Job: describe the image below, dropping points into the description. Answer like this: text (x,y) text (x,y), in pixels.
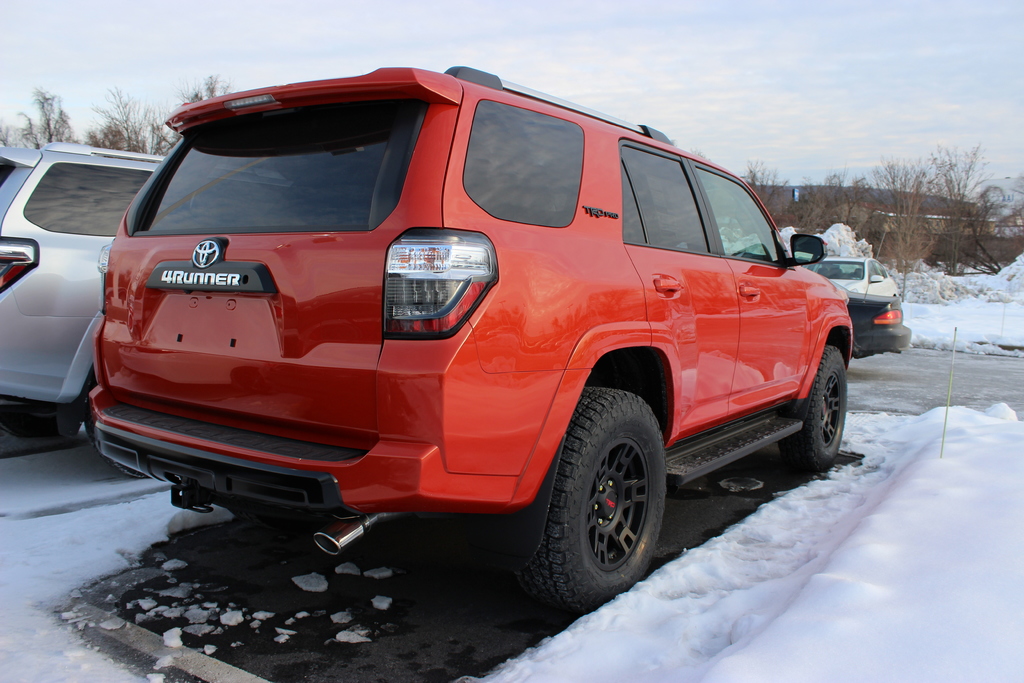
In the image we can see there are vehicles (495,277) of different colors. Here we can see snow (785,520), trees (31,124) and the sky (815,91).
